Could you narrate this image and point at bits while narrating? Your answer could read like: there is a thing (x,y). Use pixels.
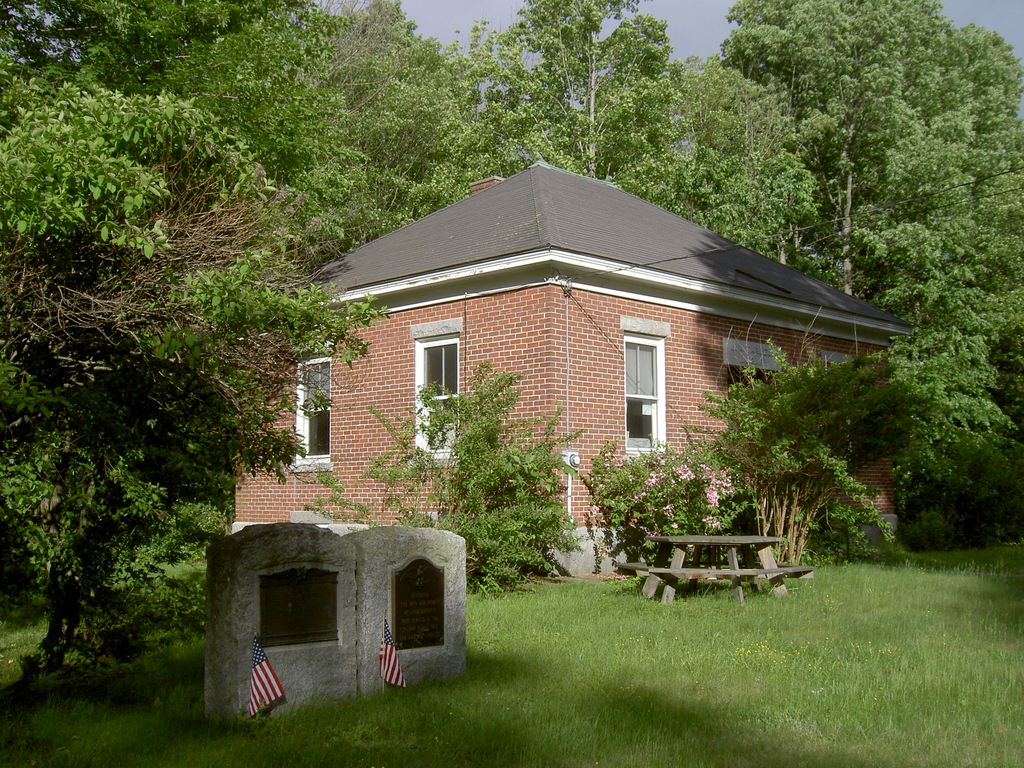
This is an outside view. At the bottom (584,719), I can see the grass (610,699). On the left side (305,645) there are two memorials (291,571). In the middle of the image (566,410) there is a house (618,330) and there are few plants (481,548) and a table (686,570). In the background (434,134) there are many trees (440,126). At the top of the image (507,23) I can see the sky (682,24).
